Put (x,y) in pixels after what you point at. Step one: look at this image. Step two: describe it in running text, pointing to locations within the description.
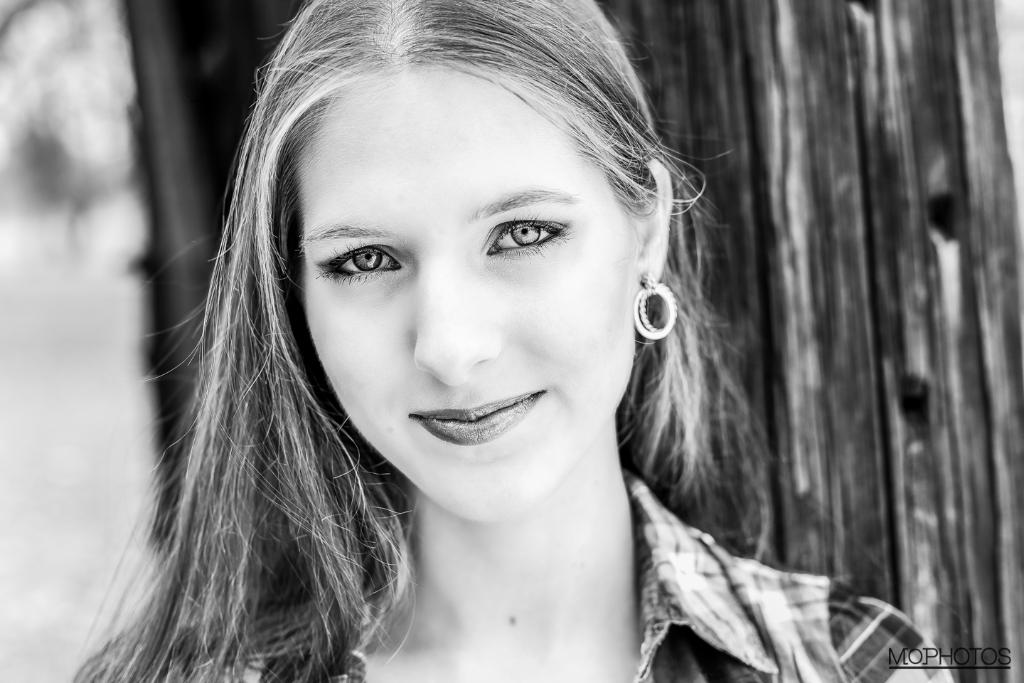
In this picture we can see a woman (474,333) is smiling in the front (482,374), there is a blurry background (70,219), it is a black and white image.
